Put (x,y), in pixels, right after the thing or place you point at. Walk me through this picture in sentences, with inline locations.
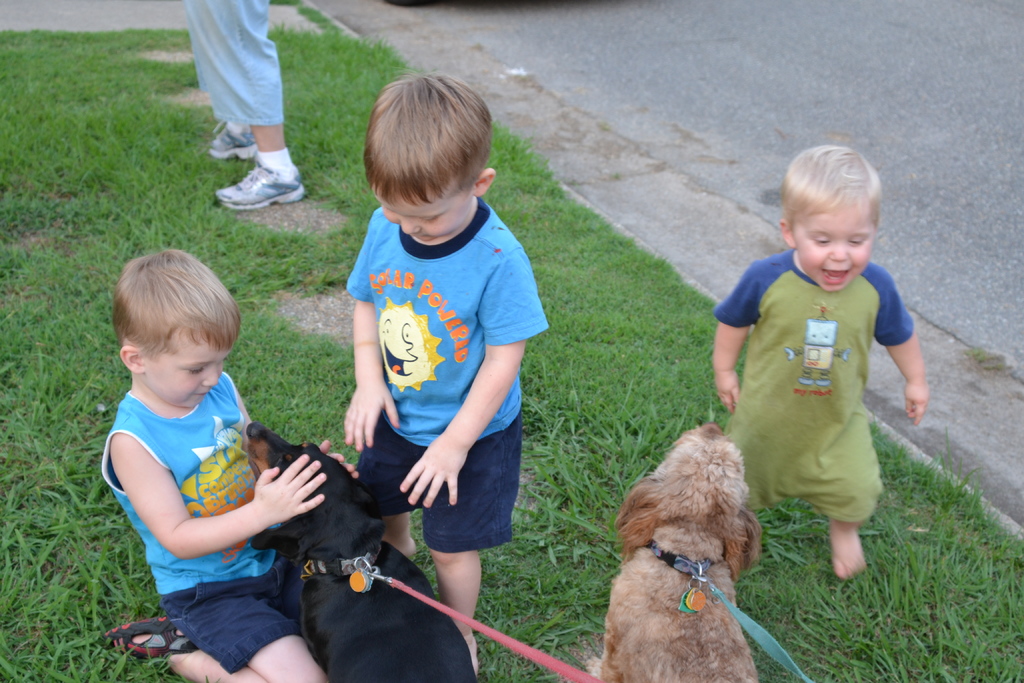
there are 2 dogs (364,613). in front of them there are 4 people (205,273) on the grass (69,210). on the right (870,84) there is road (794,45).
